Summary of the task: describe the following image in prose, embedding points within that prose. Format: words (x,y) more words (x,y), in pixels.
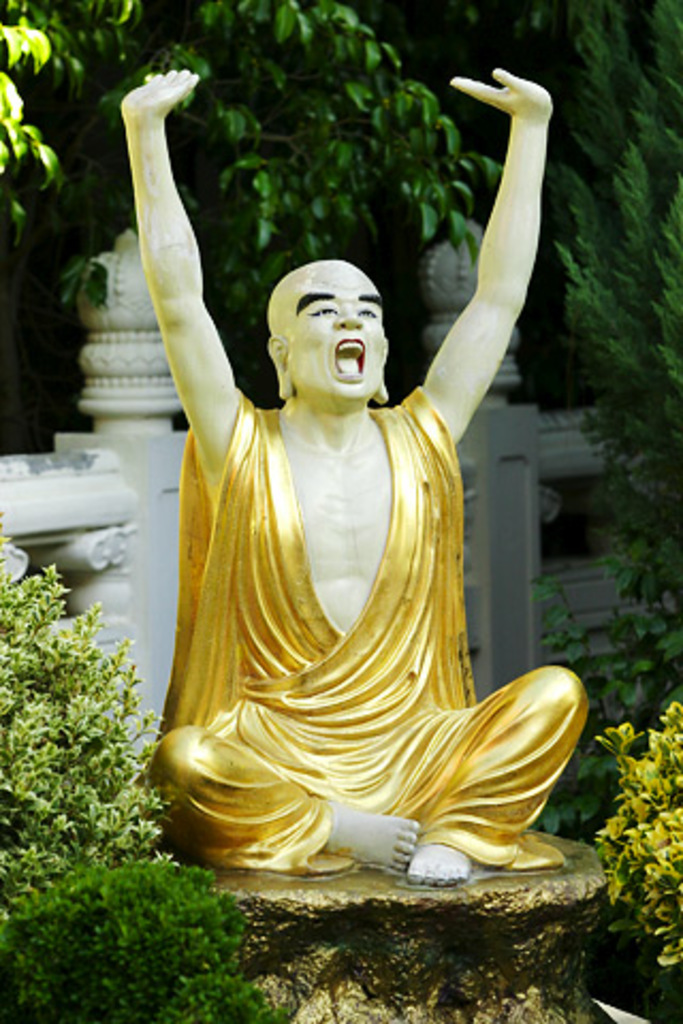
There is a statue (309,603) of a person (382,851) on a platform (377,898). On the sides there are plants (181,924). In the back (101,476) there is a wall (108,471). Also there are trees (589,317).
